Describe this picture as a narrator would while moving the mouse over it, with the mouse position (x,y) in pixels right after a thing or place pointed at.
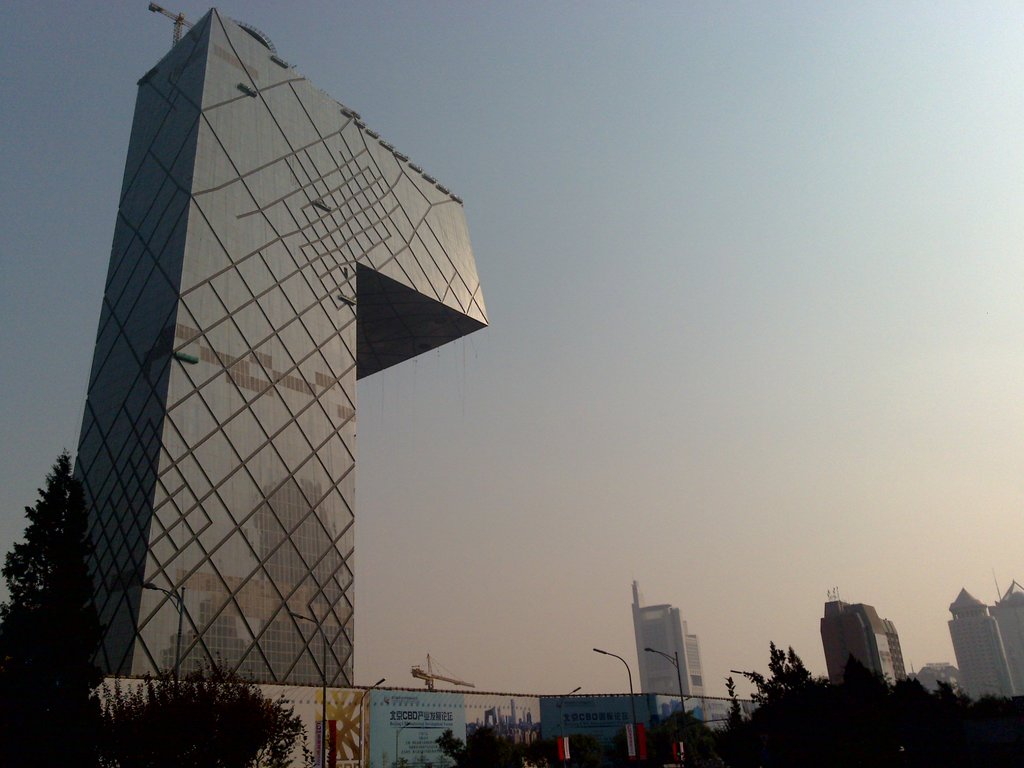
In this image at front (40,615) there are trees (789,705). Behind that there are banners (571,712), street lights (632,680). There is a crane (428,678) at the back side (416,670). At the background (440,673) there are buildings (272,473) and sky (733,188).
